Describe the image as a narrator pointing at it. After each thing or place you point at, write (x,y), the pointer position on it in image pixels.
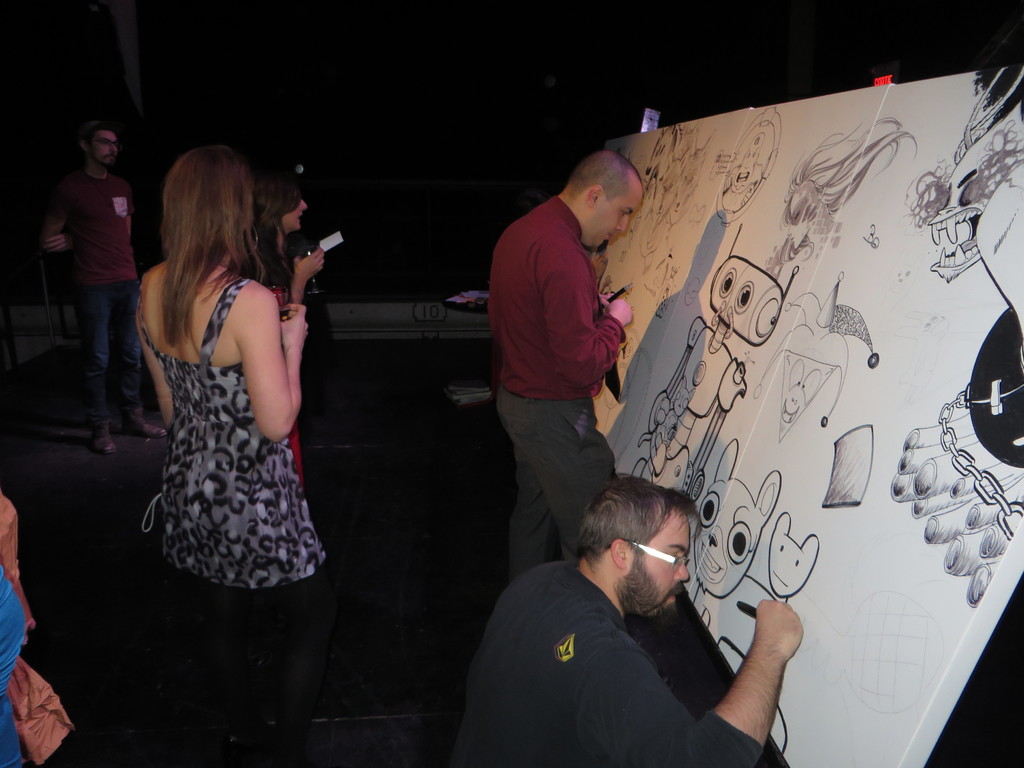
In this image we can see a group of people (655,528) standing on the floor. To the right side of the image (761,610) we can see a person (627,698) wearing a black dress (594,655) and spectacles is holding a pen (745,610) in his hand (779,648) and board (993,278) placed on the floor (455,431). To the left side (263,373), we can see a woman (266,401) holding a glass (277,291) in her hand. In the background (452,392) we can see a bag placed on the floor (382,441).
